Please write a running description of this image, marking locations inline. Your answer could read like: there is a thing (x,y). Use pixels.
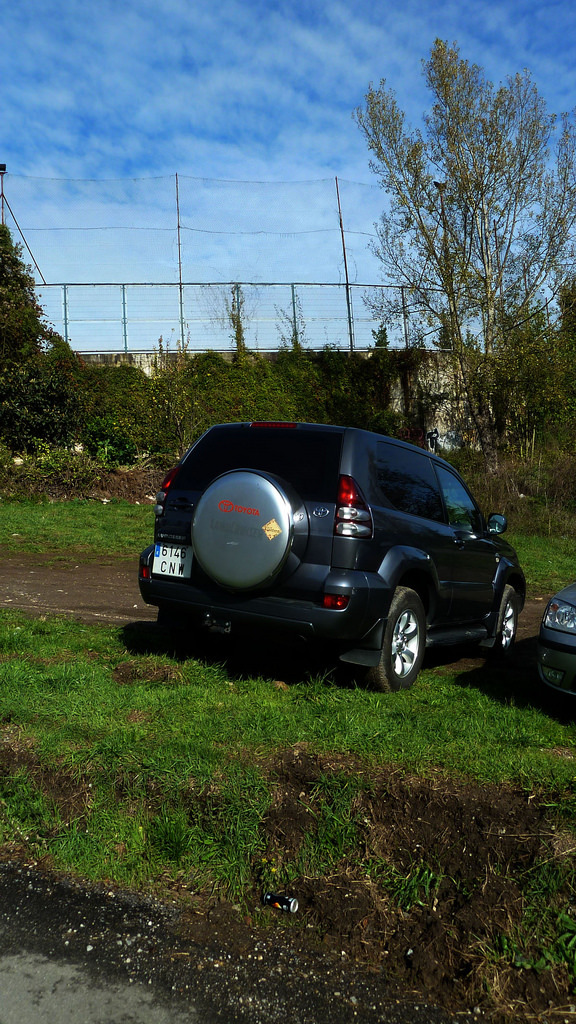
In this image in the center (299,582) there is one car (342,570), at the bottom (318,726) there is grass (557,888). And in the background (198,304) there is a fence (125,318), net (224,280), poles (350,333) and trees (466,221). At the top (155,120) there is sky (194,101).
